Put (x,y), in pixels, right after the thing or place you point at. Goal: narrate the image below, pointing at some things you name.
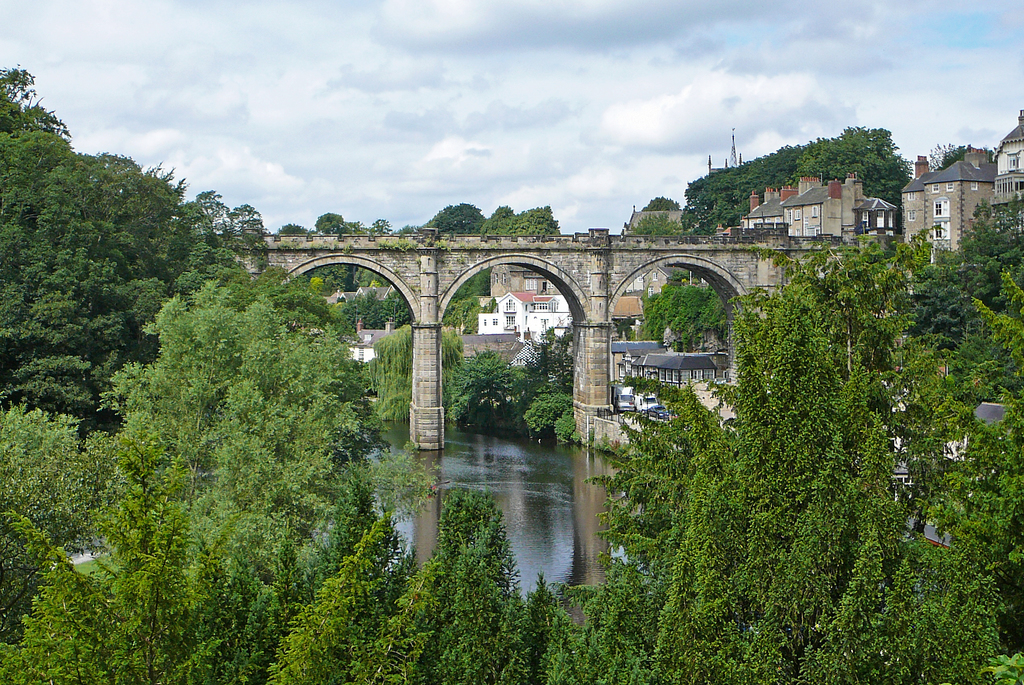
This picture shows few buildings (797,208) and we see trees (348,277) and a cloudy sky (566,144) and we see a bridge (548,273) and few vehicles (653,400) and water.
